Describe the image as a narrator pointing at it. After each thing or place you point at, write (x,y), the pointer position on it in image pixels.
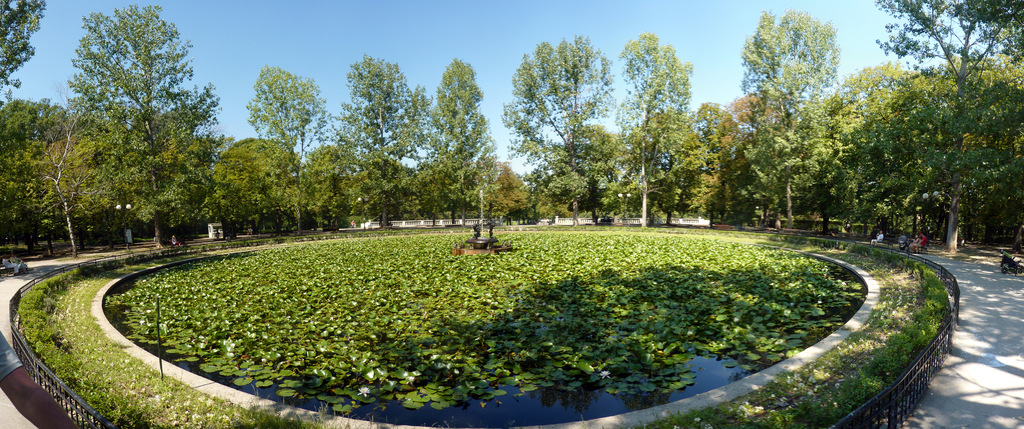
In this picture, we can see a few people (59,415), ground (807,415) with grass (82,316), fencing (954,284), water (276,325) and some leaves (427,319), flowers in water (515,313), the fountain (475,248), trees (900,230), and the sky (554,42).
